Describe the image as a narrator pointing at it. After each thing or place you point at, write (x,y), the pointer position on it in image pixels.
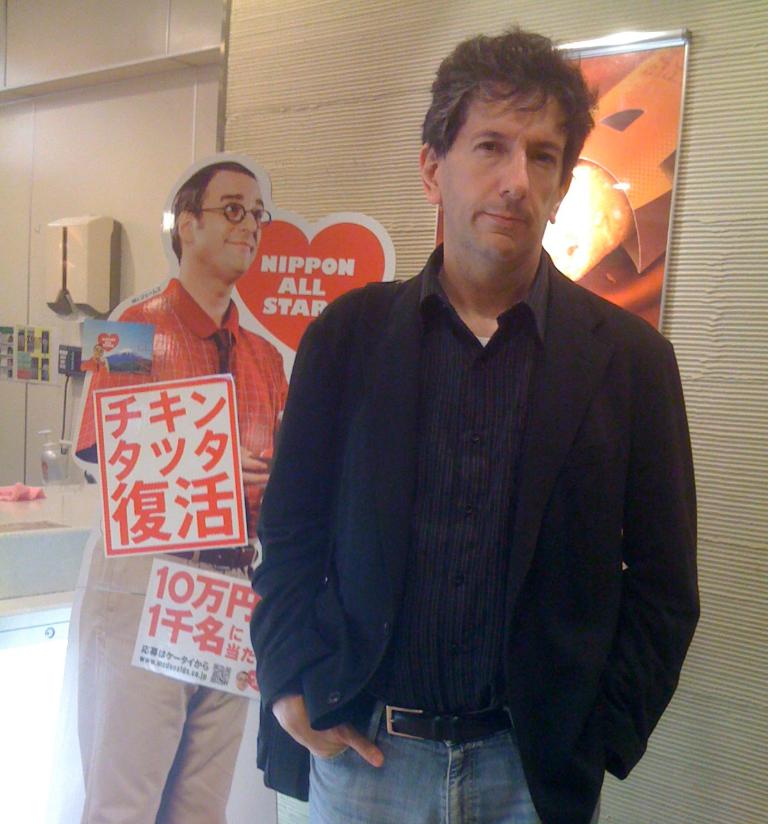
This picture shows a man (352,391) standing he wore a black coat (393,558) and we see a photo frame (667,59) on the wall (270,144) and we see an advertisement hoarding (231,426) on the side and we see a table (69,564) and a few posters (47,335) on the wall (2,275).
